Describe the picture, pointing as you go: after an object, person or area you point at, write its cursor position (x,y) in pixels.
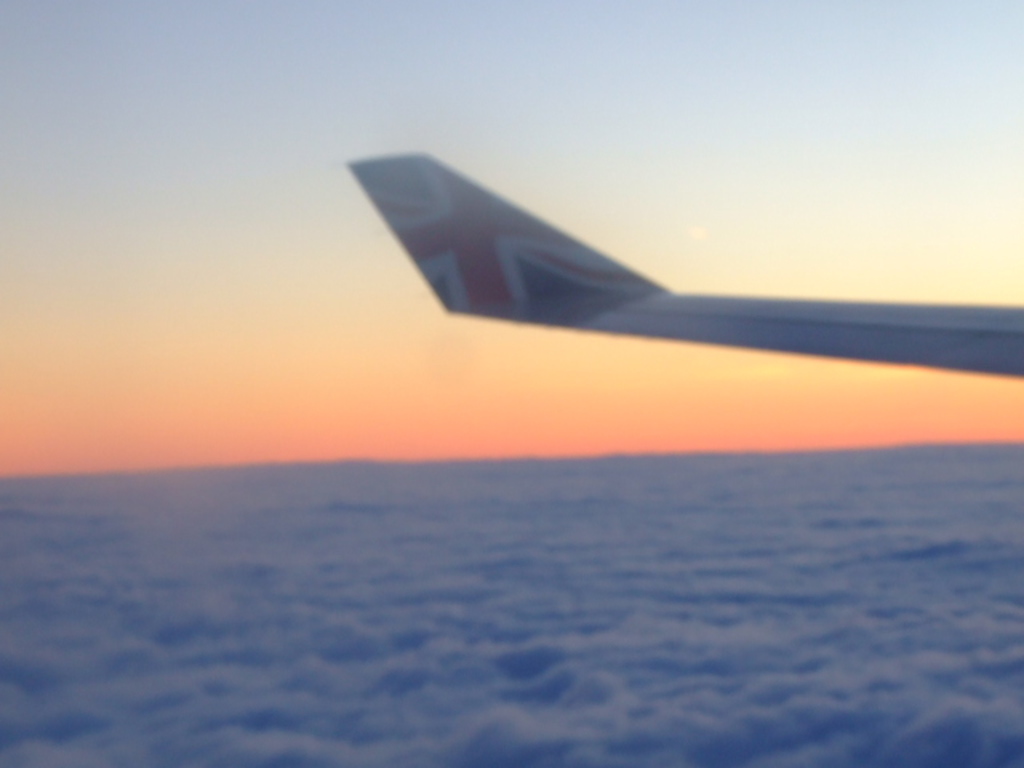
In this image there is an airplane (710,328). At the bottom (596,618) there are clouds (443,475). And at the top (583,147) there is a sky (679,141).
